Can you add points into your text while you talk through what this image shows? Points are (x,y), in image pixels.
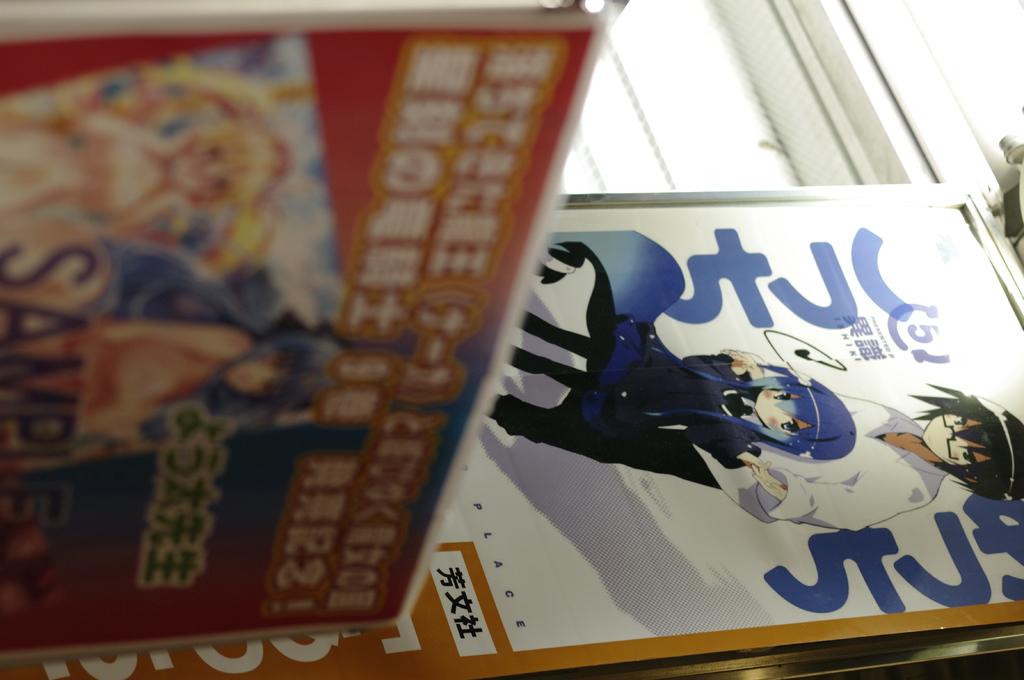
In this image I can see pamphlets (492,300) and top of pamphlet (584,351) I can see cartoon images (540,442) and text (42,310).
